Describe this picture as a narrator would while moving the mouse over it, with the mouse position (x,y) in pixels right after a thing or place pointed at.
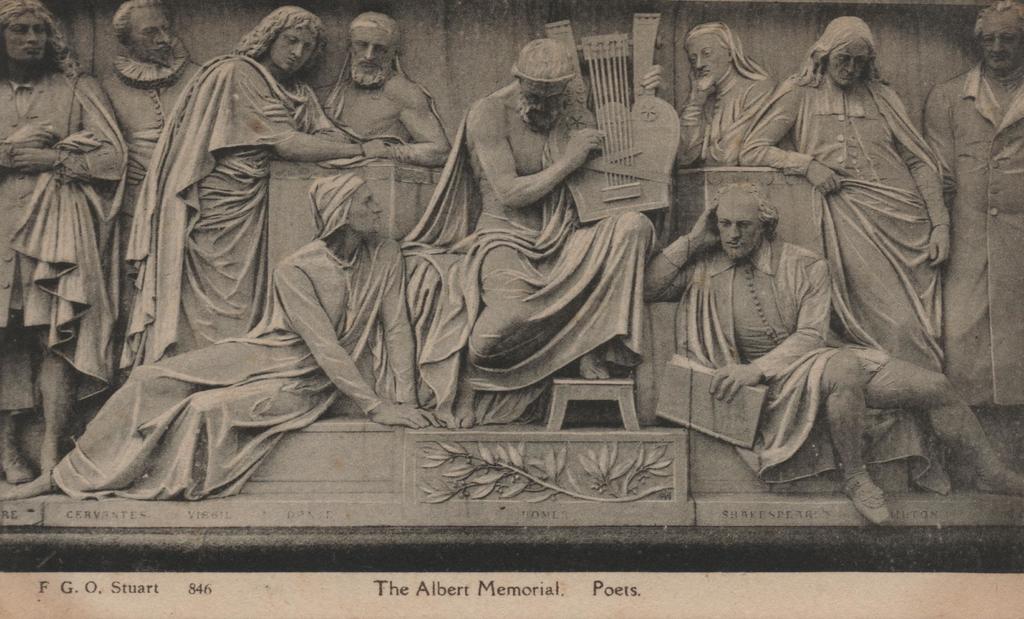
In this picture there is a sculpture (506,214) of few persons (506,214) and there is something written below it.
